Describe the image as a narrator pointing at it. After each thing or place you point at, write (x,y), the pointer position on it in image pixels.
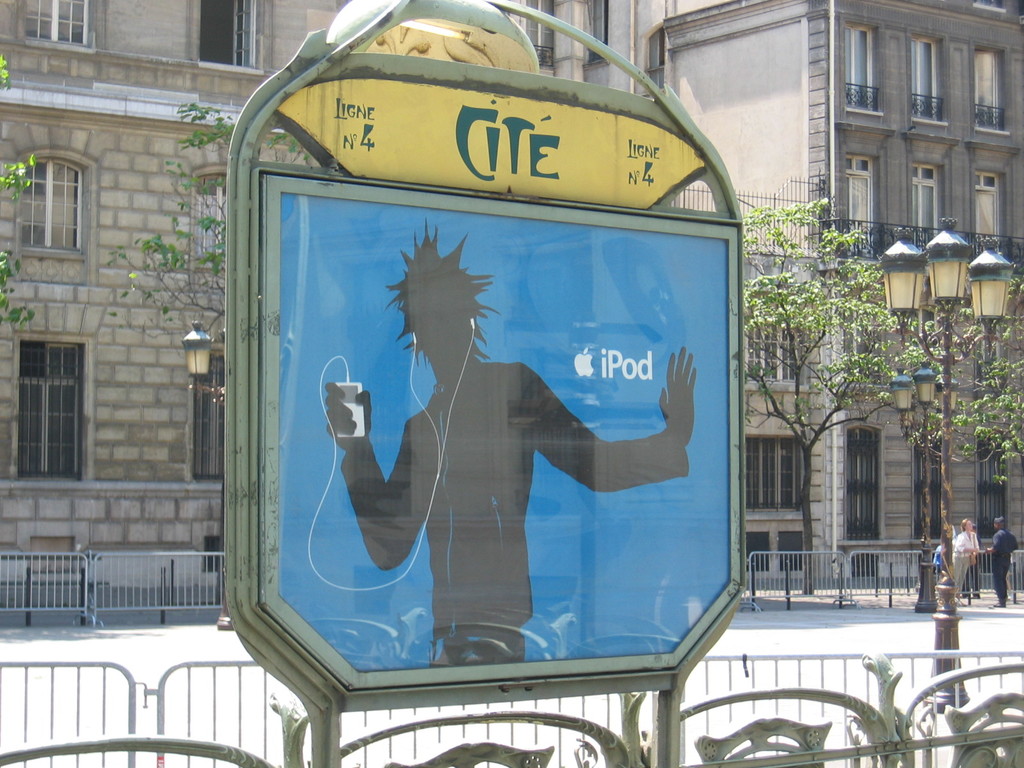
In this picture I can see a board (386,306) in front (419,347) and on the board (324,289) I can see the depiction of a person (455,357) holding a thing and I see earphones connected to it. I can also see something is written on the board (526,219). In the background (34,518) I can see the railings (183,569), path (1022,634), few buildings (51,383), light poles (897,291) and the trees (810,294). On the right side of this picture (998,583) I can see 3 persons (937,564) standing.
